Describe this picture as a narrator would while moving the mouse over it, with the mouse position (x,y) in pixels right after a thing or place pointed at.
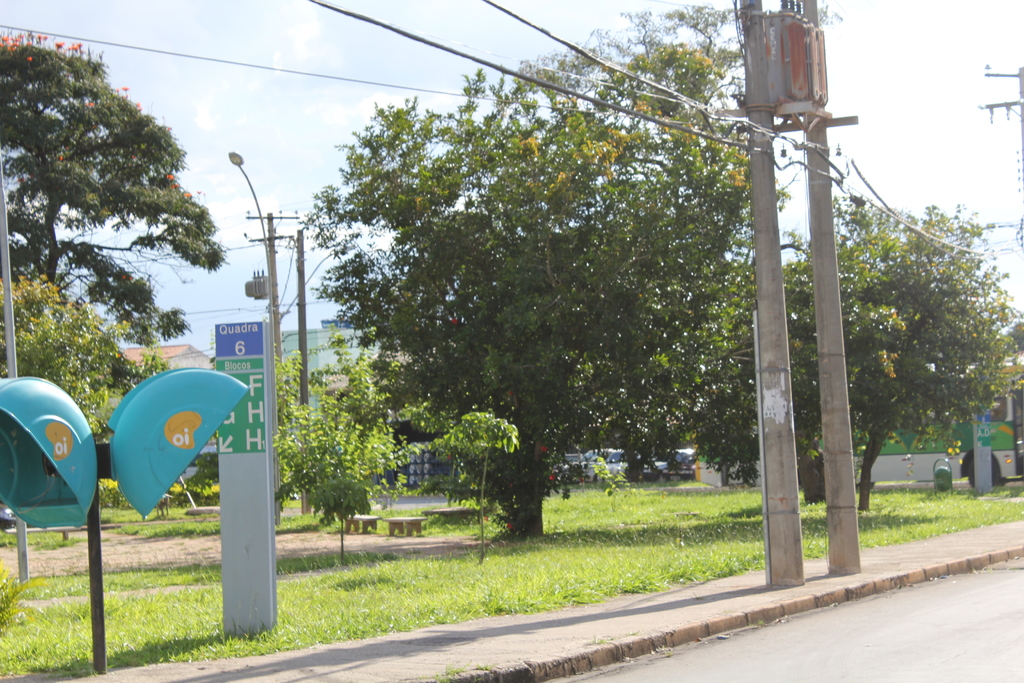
In this image there is a road (912,671). There are trees (578,363). There is a street light (245,178). There are electric poles (756,17) and wires (634,109). There is grass (481,566) in the image. At the right side of the image (880,478) there is a bus (961,475).
